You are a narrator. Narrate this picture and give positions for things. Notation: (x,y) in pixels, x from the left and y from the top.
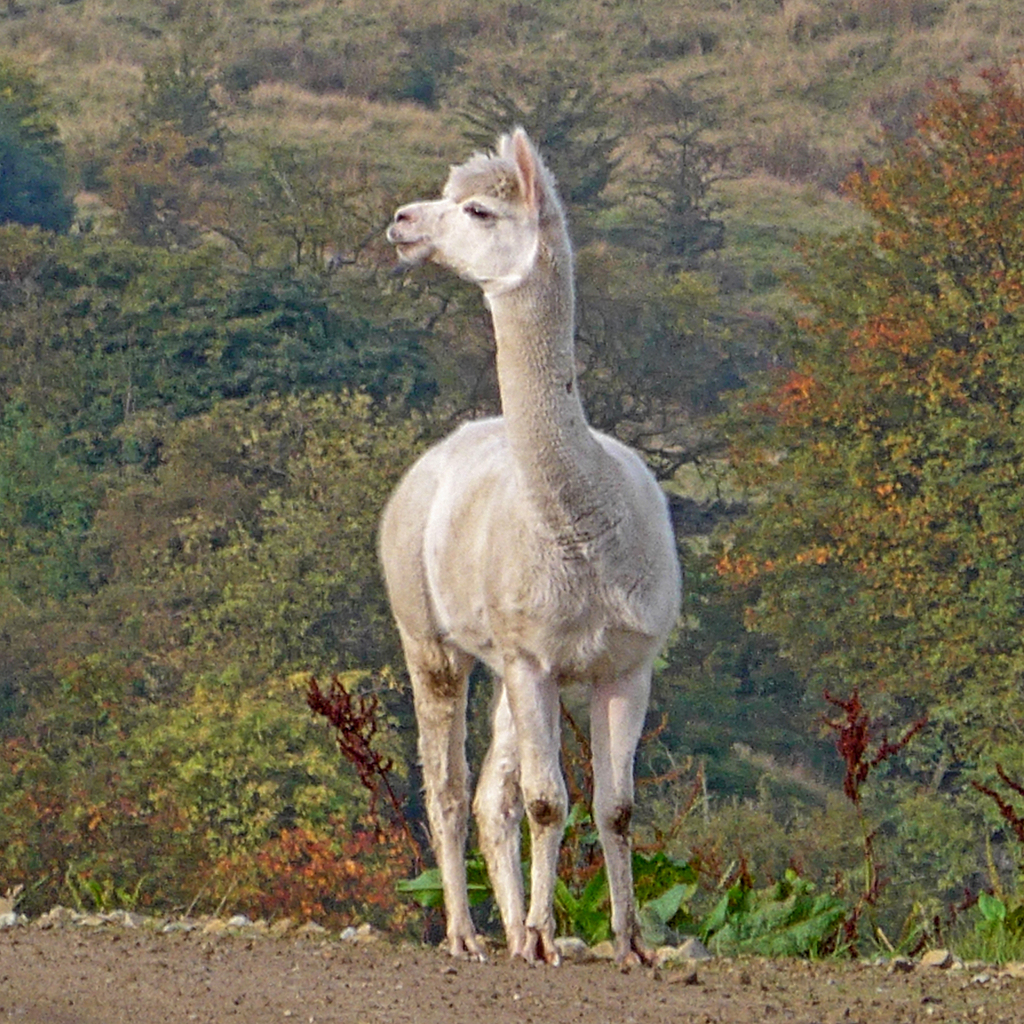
In this image, we can see an animal (432,652). We can see the ground (184,979). We can see some rocks (118,913), plants (205,819). We can also see some trees (616,235) and grass (898,28).
